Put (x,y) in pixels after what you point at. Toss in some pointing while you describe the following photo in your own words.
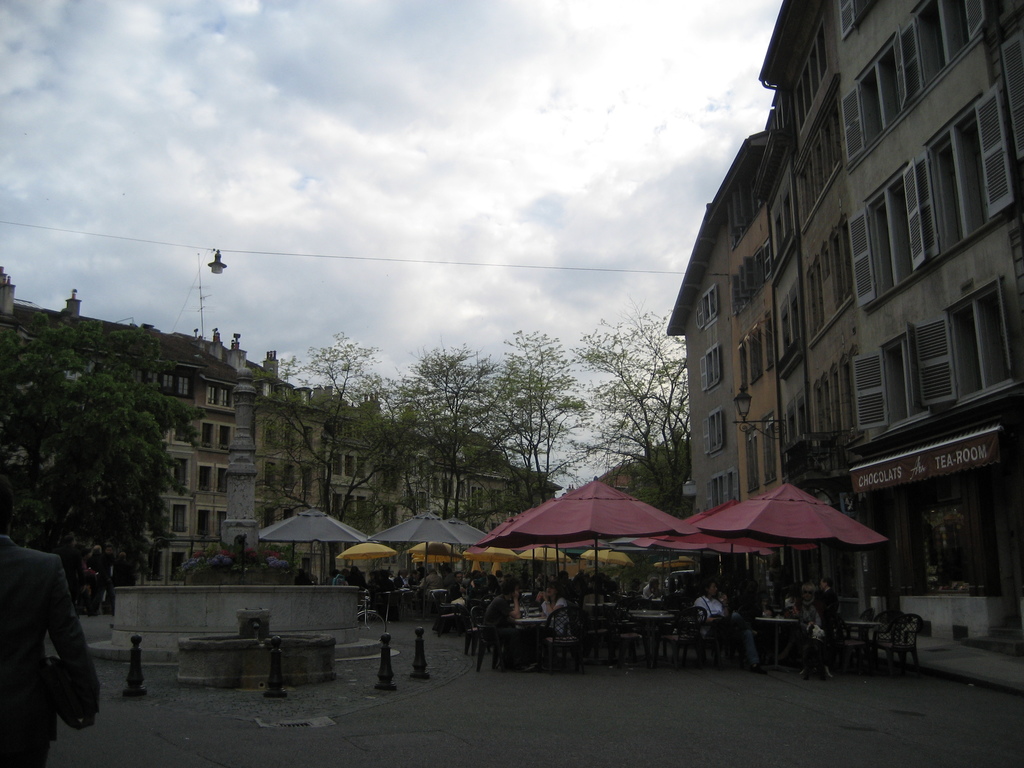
In this image I can see on the right side (837,535) there are umbrellas (782,535), few people (509,609) are sitting on the chairs (625,634), in the middle (395,462) there are trees (296,442) and buildings (713,443). At the top (674,88) it is the sky (619,130).
